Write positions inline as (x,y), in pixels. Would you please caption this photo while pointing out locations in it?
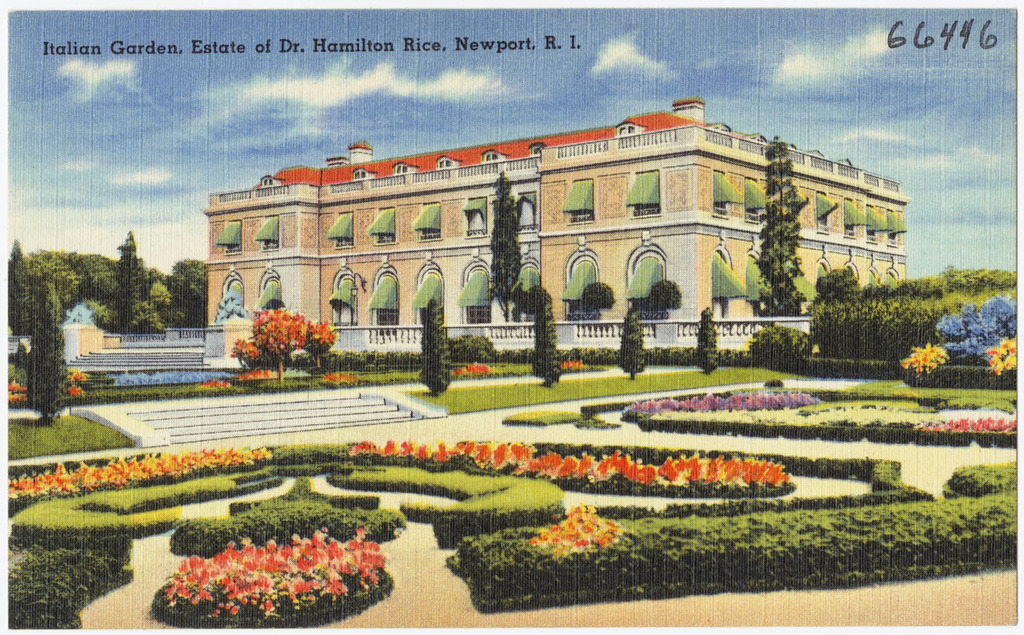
This is a poster. In this image we can see a building (689,277) with windows (714,281), railing (470,177) and other objects (574,203). In front of the building (554,182) there are plants (424,362), steps (144,358), trees (33,361), walkway (22,462) and other objects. In the background of the image (1001,284) there are trees (943,293). At the top of the image (747,103) there is the sky (665,63). At the bottom of the image (479,535) there is the ground (528,623) and plants (458,457). On the right side of the image (780,292) there are flower plants (919,361), trees (961,293) and other objects (947,374). On the image there is text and a number (967,40).
